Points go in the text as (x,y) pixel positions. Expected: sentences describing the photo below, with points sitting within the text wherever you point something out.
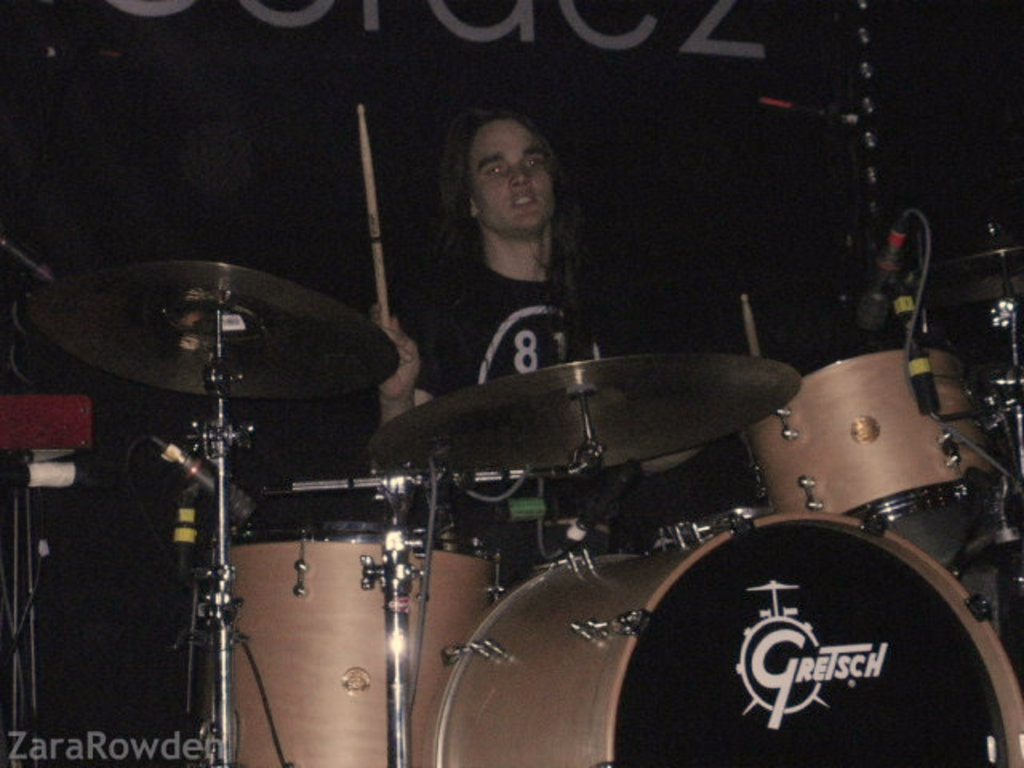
In the image we can see there is a man (534,352) sitting on the chair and there is a drum set (544,558). The person (398,400) is holding a sticks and behind there is a banner (408,105).
